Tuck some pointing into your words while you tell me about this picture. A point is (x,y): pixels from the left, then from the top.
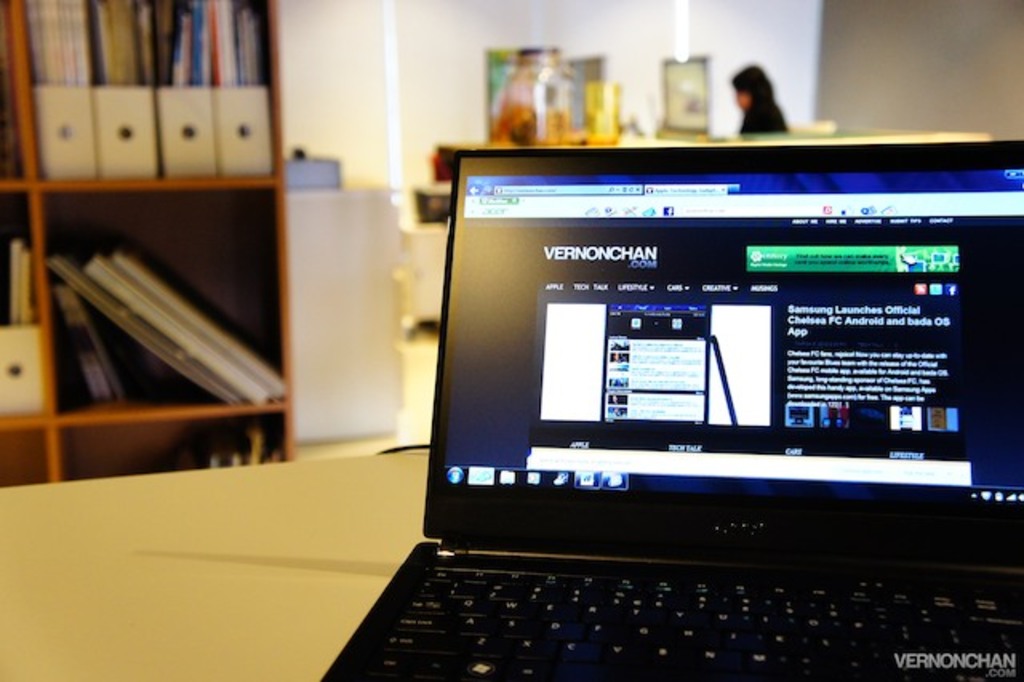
In the foreground (784,361) I can see a laptop (700,426) on the table (260,495). In the background (0,187) I can see shelves (0,187) in which books (173,314) and files (192,112) are there, wall (421,107), photo frames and a person (750,124) is standing on the floor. This image is taken in a hall (497,381).
